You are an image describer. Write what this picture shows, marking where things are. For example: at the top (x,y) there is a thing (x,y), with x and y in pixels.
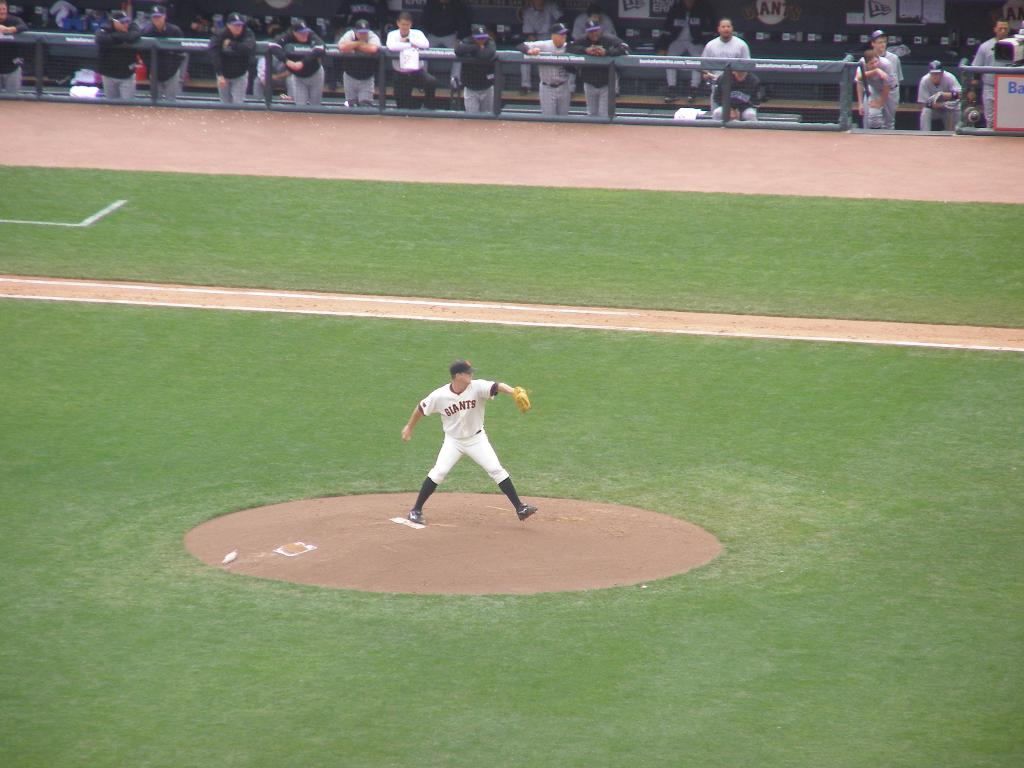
In this image, we can see a person (451,429) is standing on the ground (488,555) and wearing gloves (512,399) and cap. Here we can see grass (395,381) and few white lines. Top of the image (990,72), we can see few people (872,69), rods (646,68). Few people (872,85) are sitting and standing. Here there is a camera (1006,52).
